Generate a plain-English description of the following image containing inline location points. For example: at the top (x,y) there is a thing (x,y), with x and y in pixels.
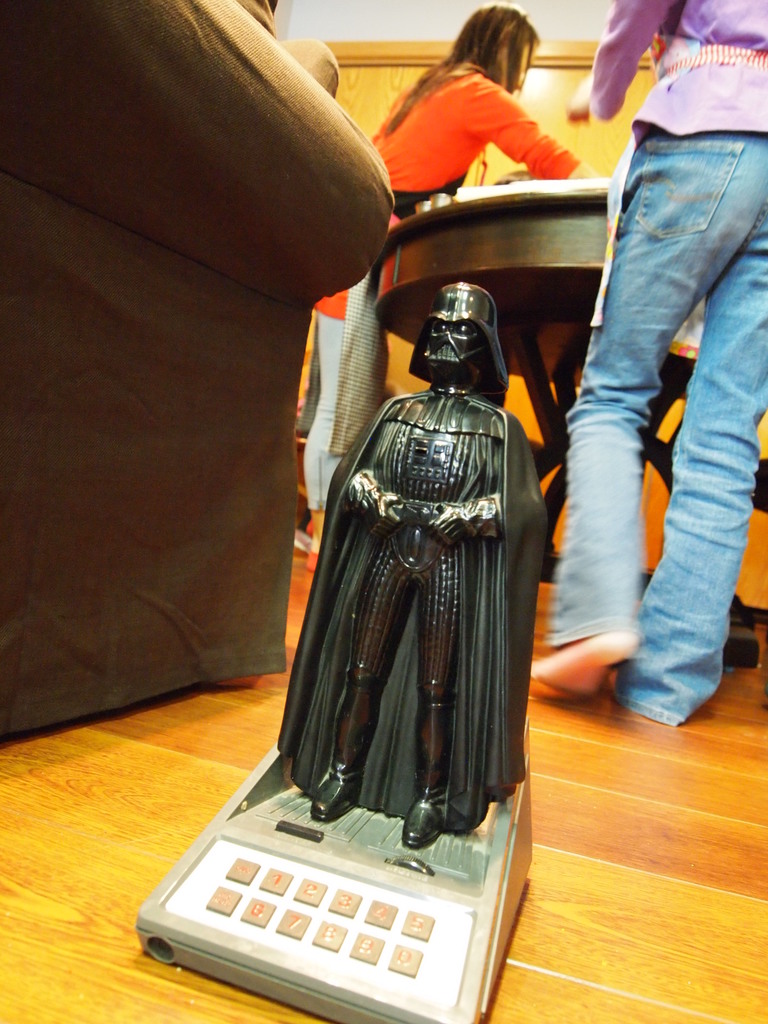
In this image in front (312,701) there is a toy (416,694) on the floor (647,908). Behind the toy (420,609) there are two people (606,366) standing in front of the table (585,289). On the left side of the image (159,419) there is a sofa (164,477).
